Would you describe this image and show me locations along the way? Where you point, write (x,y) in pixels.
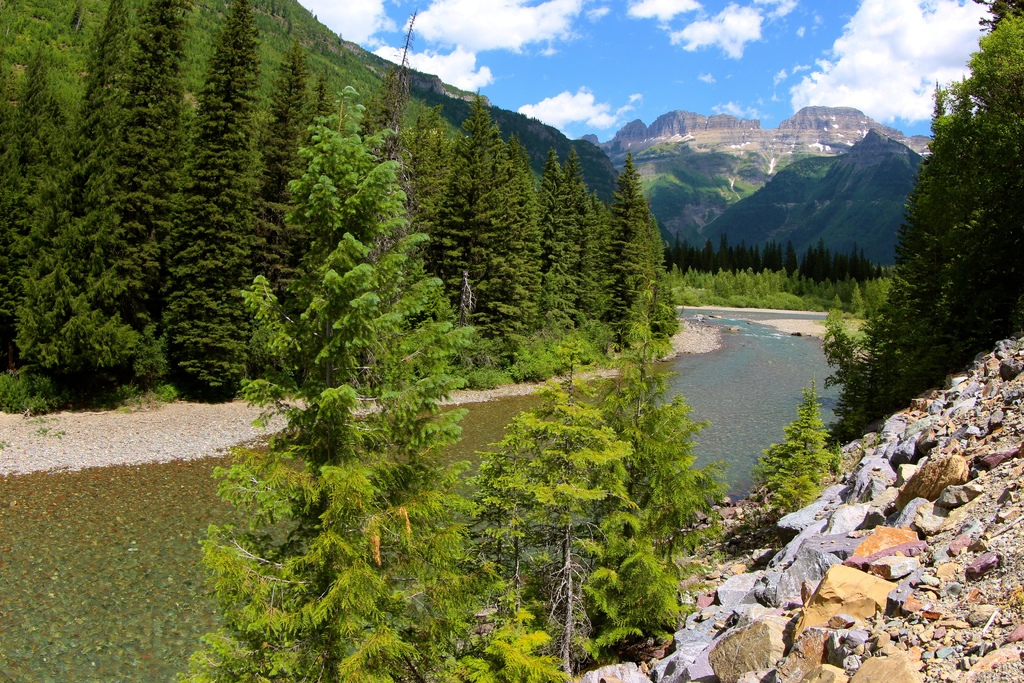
Here in this picture we can see mountains (547,140) present all over there and we can see the ground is covered with plants (771,285) and trees (497,260) all over there and in the middle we can see water (703,407) flowing over a path (724,329) and we can see some rock stones (821,625) here and there and we can see clouds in the sky (771,103).
